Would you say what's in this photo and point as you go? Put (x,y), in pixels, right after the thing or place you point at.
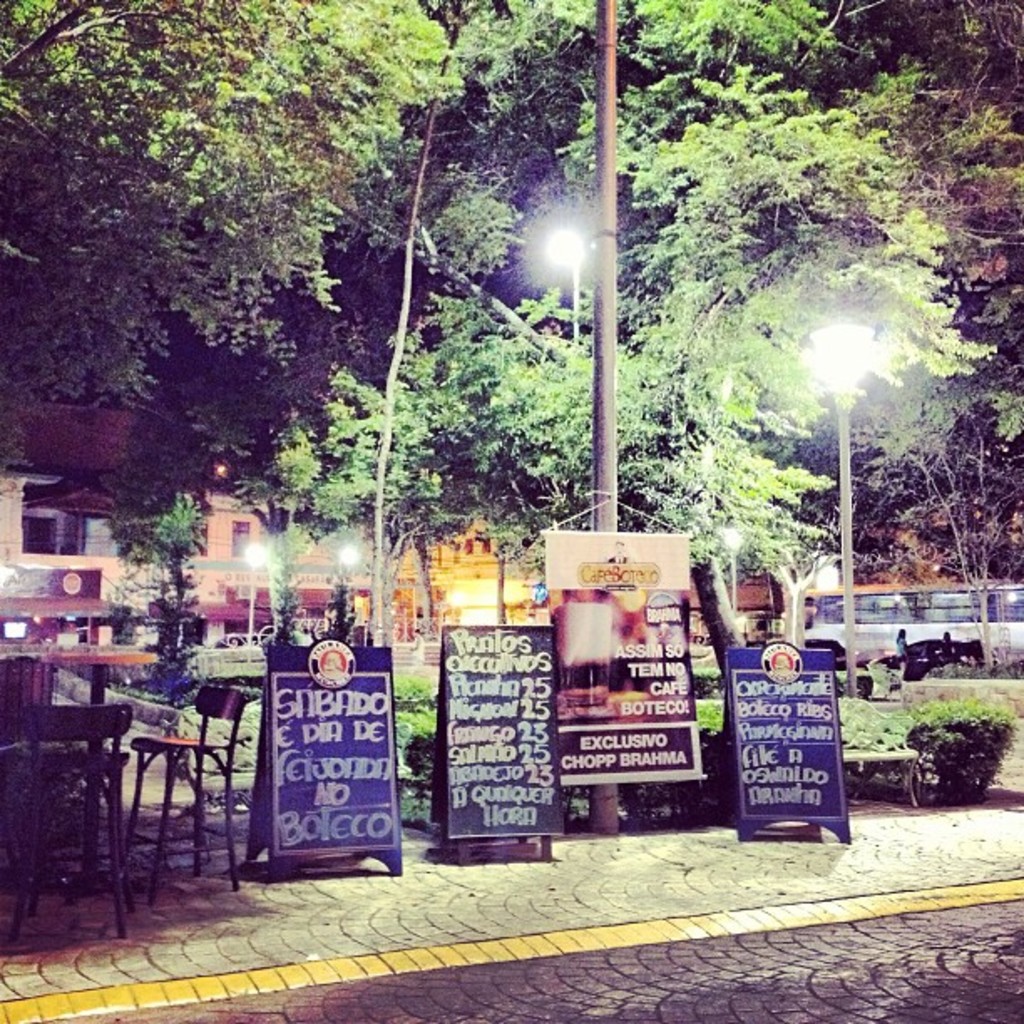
In the middle of the image (660,547) we can see some banners (462,635), chairs (41,730), tables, plants (1003,670) and poles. Behind them there are some trees (508,131) and buildings (760,635).
